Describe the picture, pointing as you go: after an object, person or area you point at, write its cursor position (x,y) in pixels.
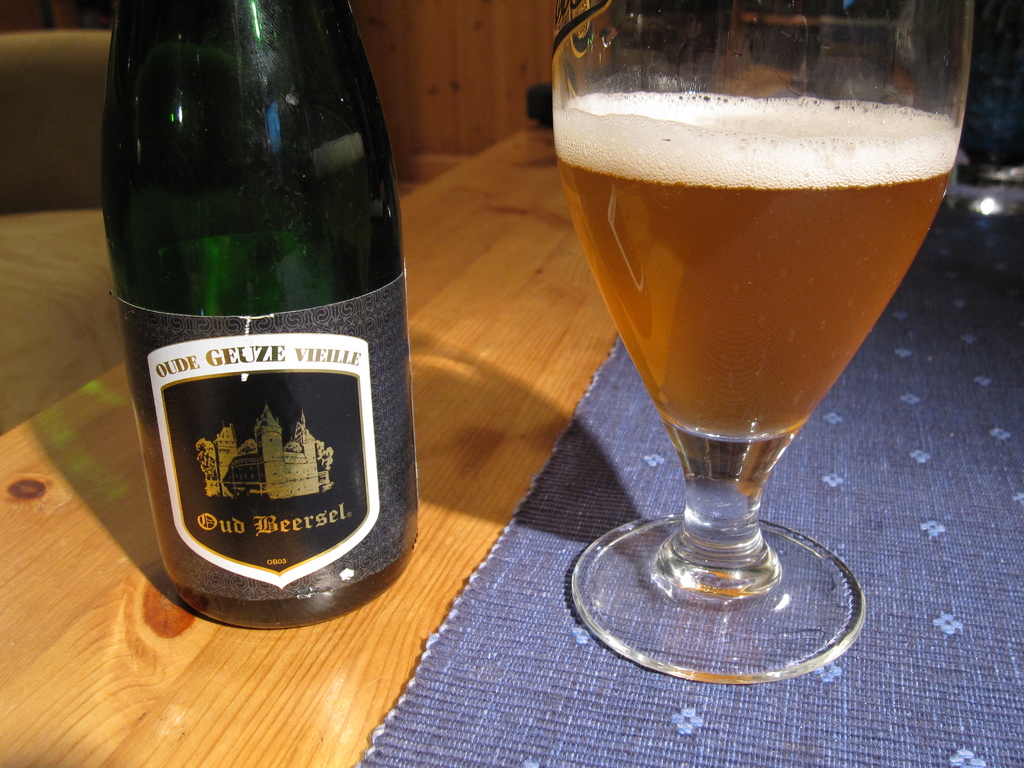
In this image, we can see a wooden table (460,440), on that table (425,408) there is a beer bottle (241,434) and a glass (744,312), we can see a cloth (627,705) on the table (507,312).
